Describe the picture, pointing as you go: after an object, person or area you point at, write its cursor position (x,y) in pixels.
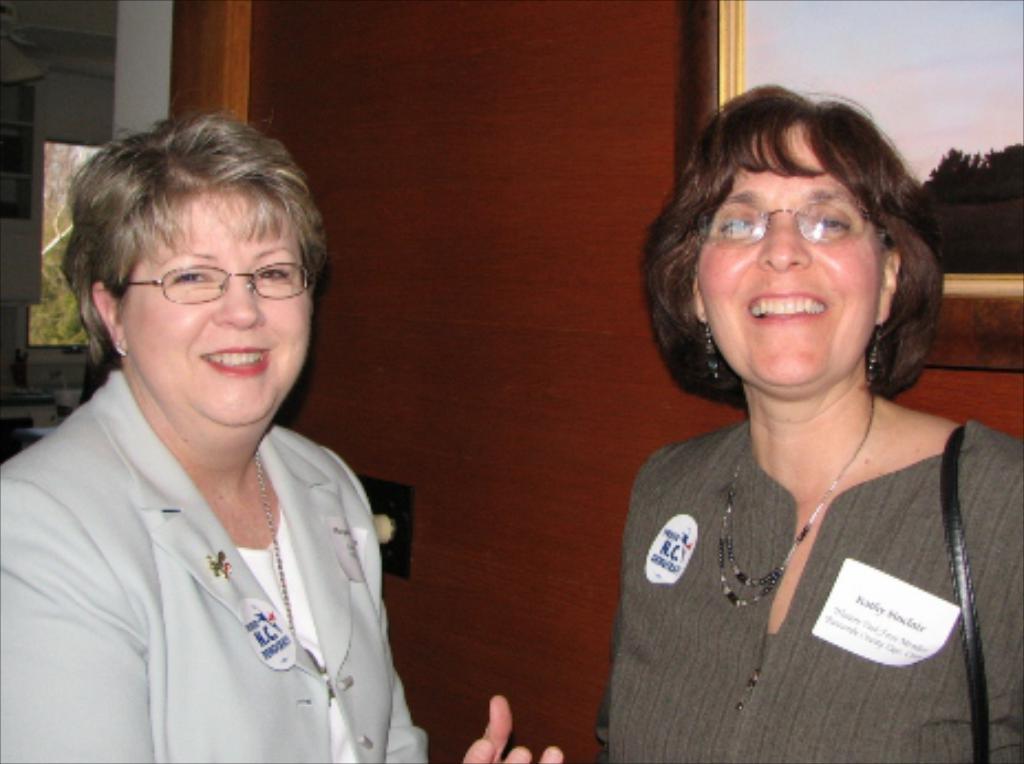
In this image there are women (687,442) standing and smiling. In the background (412,135) there is a door (603,83), wall (655,75), and there is a window (56,265). Outside the window (45,287) there are trees (57,240).
